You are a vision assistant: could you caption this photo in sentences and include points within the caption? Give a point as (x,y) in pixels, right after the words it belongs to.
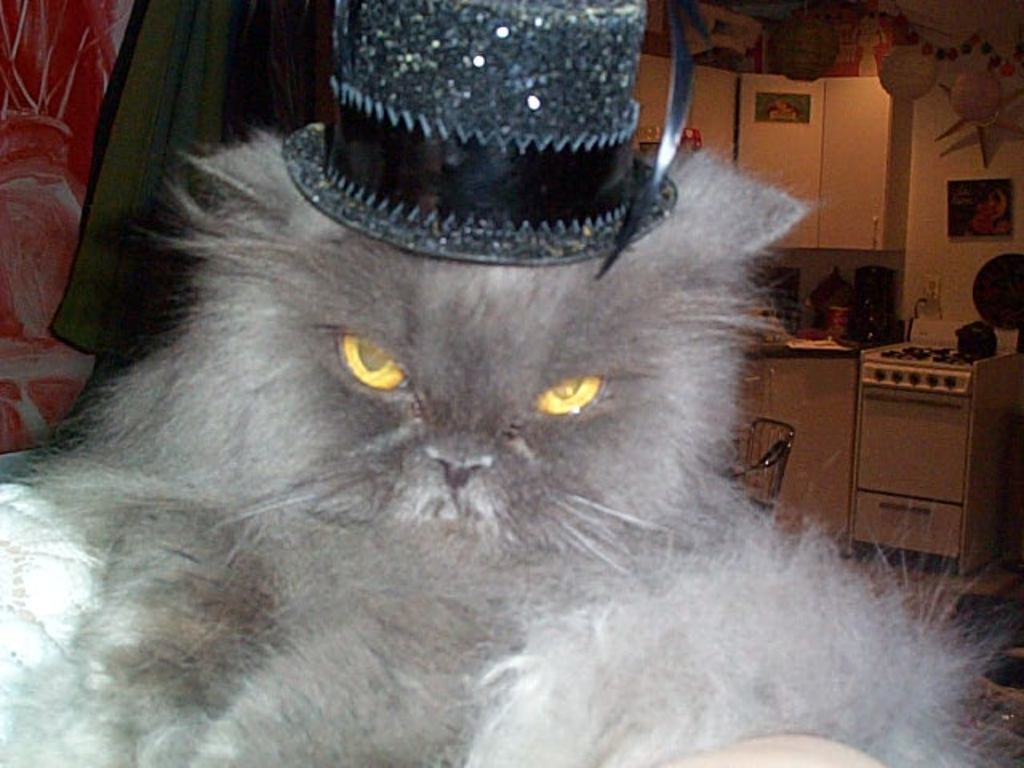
In this image I can see the cat (364,462) wearing a hat (515,149). In the background (778,247), I can see the cupboards (831,213) on the wall (825,267).
